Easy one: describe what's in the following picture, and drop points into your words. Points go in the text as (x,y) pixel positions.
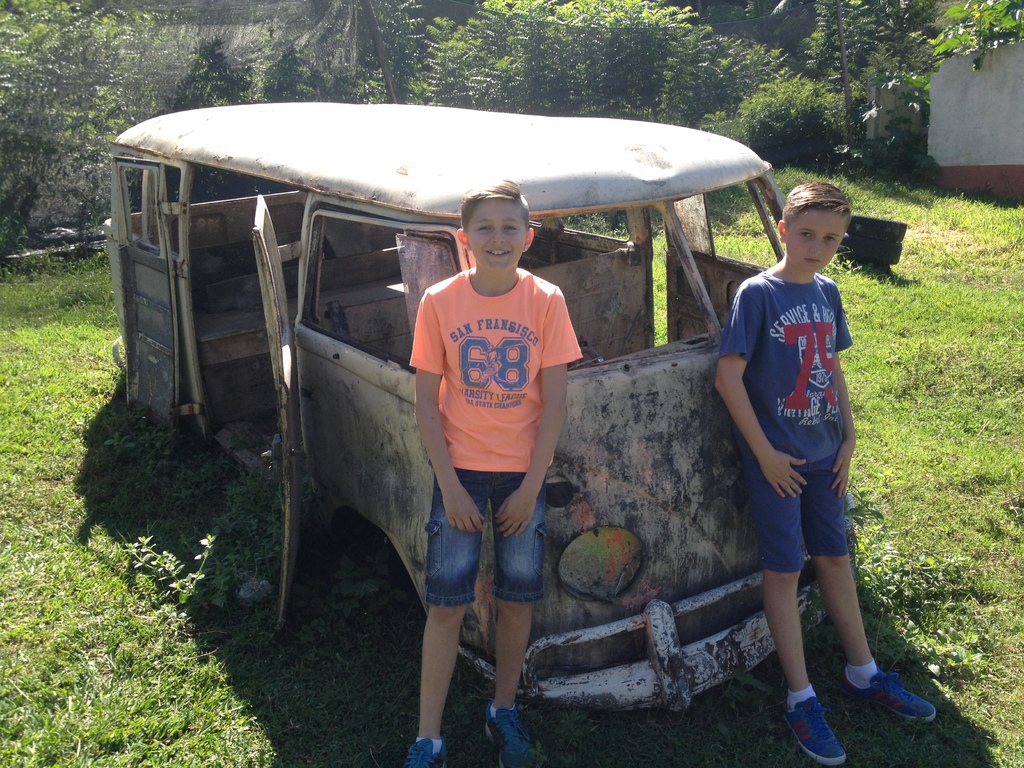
In this picture there are two boys (438,459) standing. At the back (520,158) there is a vehicle (249,170) and there are trees (43,158) and there is a wall (951,171). At the bottom (225,635) there is grass (10,677) and there are plants (380,581). At the back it looks like a fence (317,82).
